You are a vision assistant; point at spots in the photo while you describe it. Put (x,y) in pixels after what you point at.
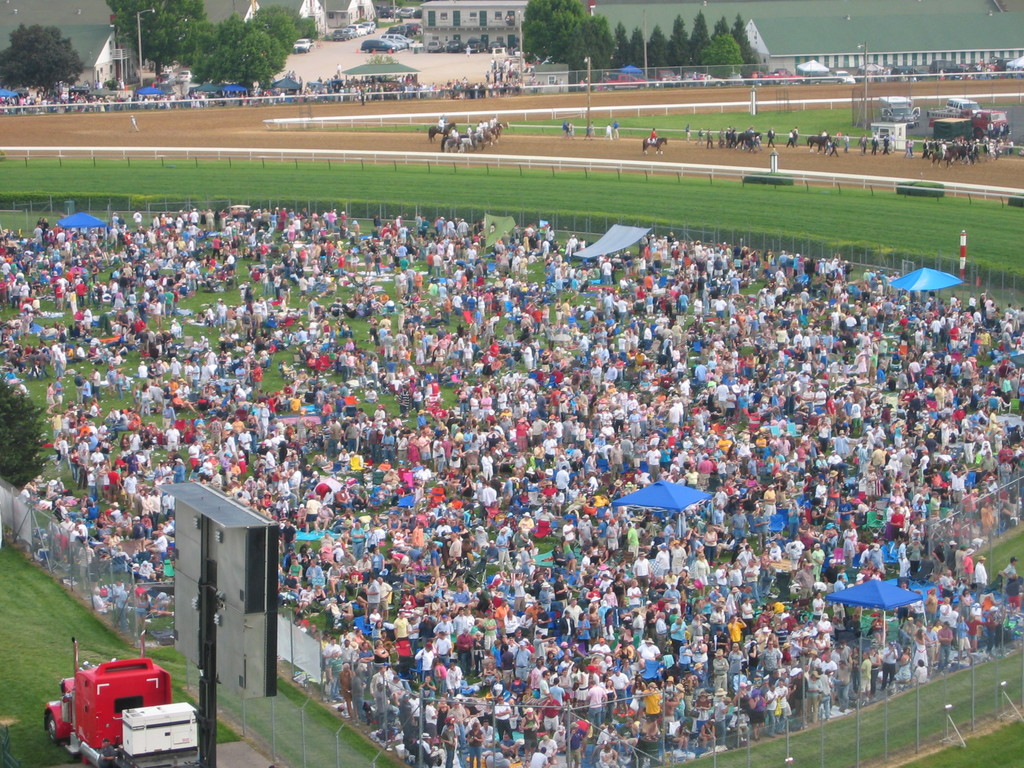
In this image I can see group of people (596,377) some are sitting and some are standing. I can also see few tents (677,504) in blue color, at left (80,703) I can see a vehicle (99,704) in red color. At the back (569,14) I can see few other persons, poles (586,89), trees (582,43) in green color.
